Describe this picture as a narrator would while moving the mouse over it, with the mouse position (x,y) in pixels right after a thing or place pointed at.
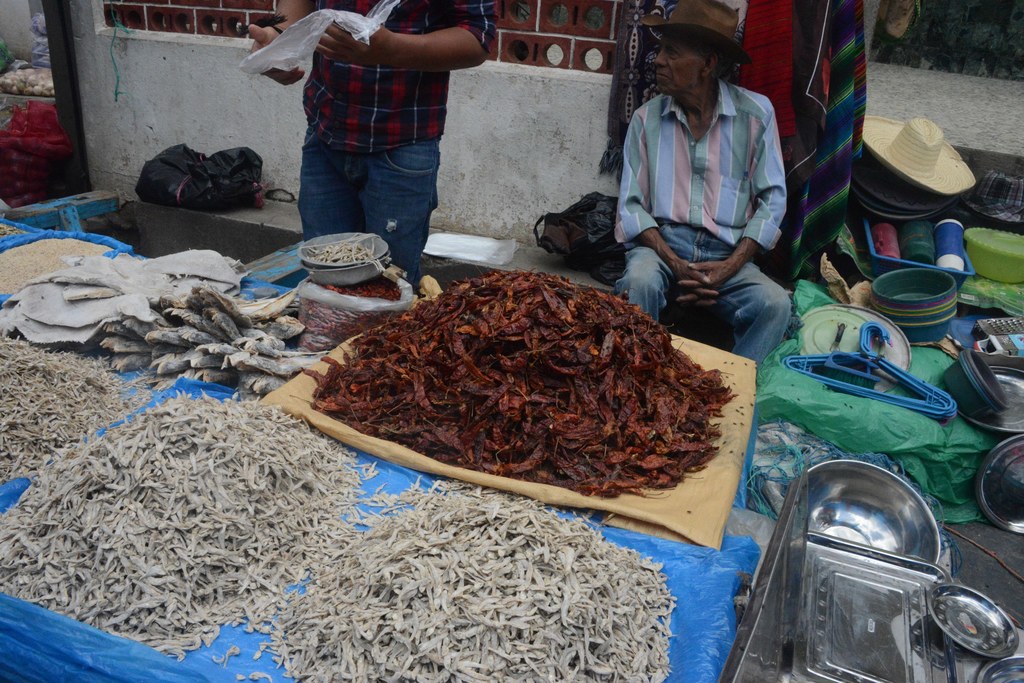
In the center of the image (566,288) there is a seafood stall (148,674). There is a person (744,350) sitting in the image wearing a brown color cap (745,58). At the left side of the image (16,629) there are many object (22,225). At the background of the image (579,188) there is a wall (499,110) and there is a person (432,67) standing.
